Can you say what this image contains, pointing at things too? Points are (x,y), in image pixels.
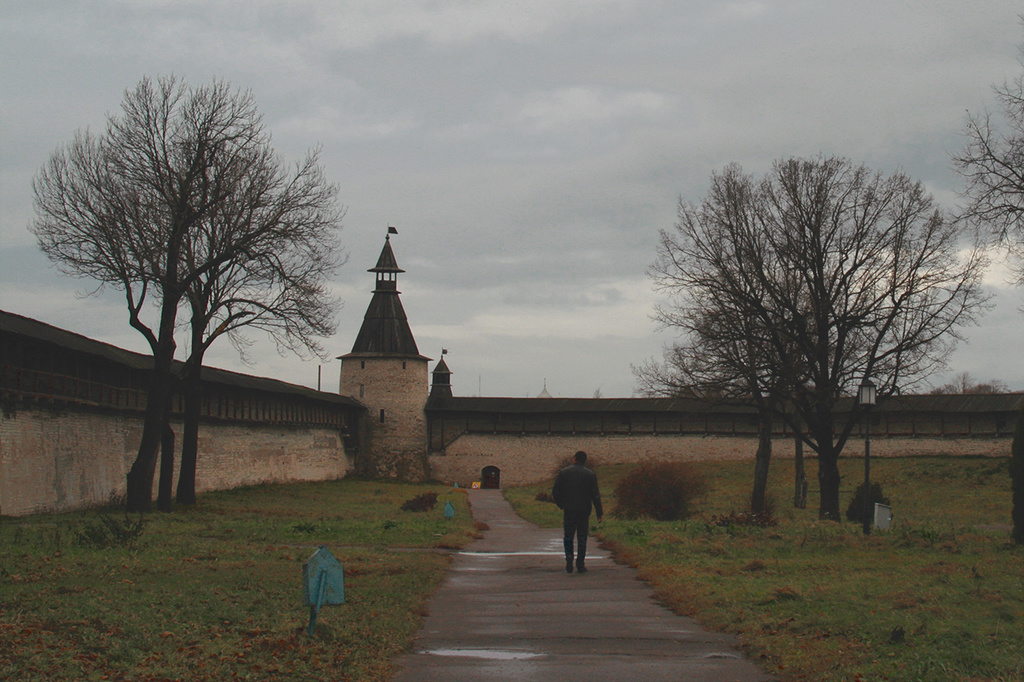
In this image we can see a man (568,554) walking on the road (553,531), grass (433,557), bushes (663,495), trees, building (399,386), street pole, street light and sky (529,78) with clouds (706,153).
